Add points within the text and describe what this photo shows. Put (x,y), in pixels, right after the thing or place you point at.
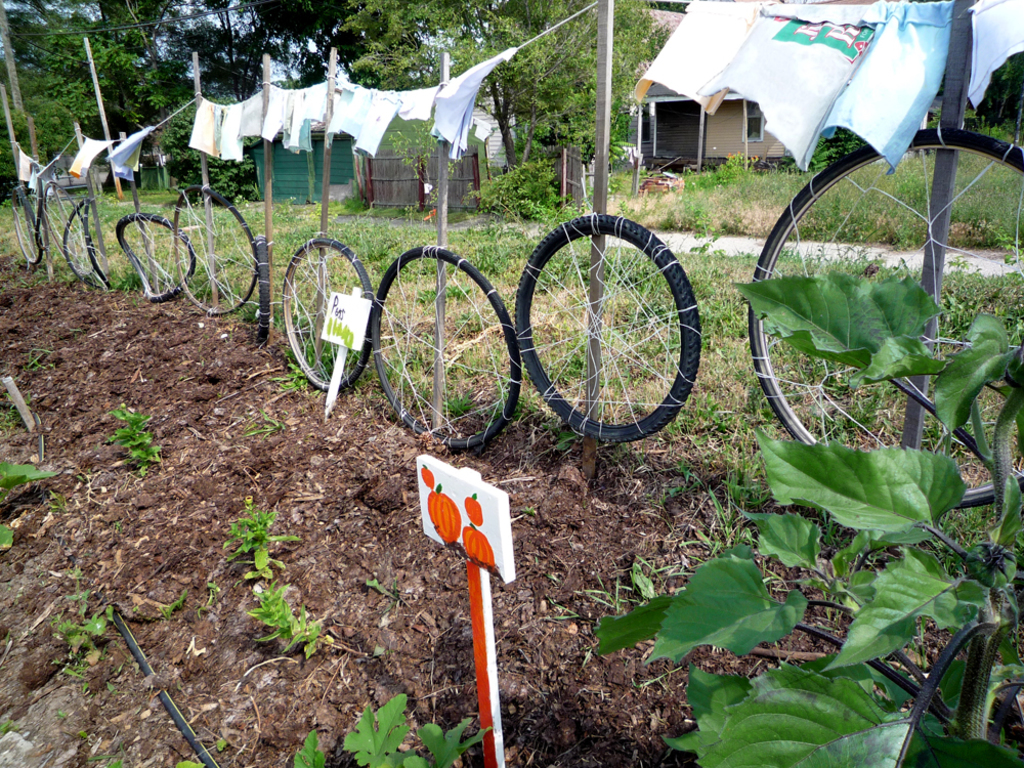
On the right side (962,413), there are plants (979,667) having green color leaves (888,320) near a small pole (485,726) which is in white and orange color combination. In the background (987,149), there are tires (41,214) attached to the wooden poles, these are connected with a thread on which, there are clothes (751,49), there are plants (928,178) on the ground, there are houses (278,198), trees (511,102) and clouds (220,25) in the sky (233,19).
